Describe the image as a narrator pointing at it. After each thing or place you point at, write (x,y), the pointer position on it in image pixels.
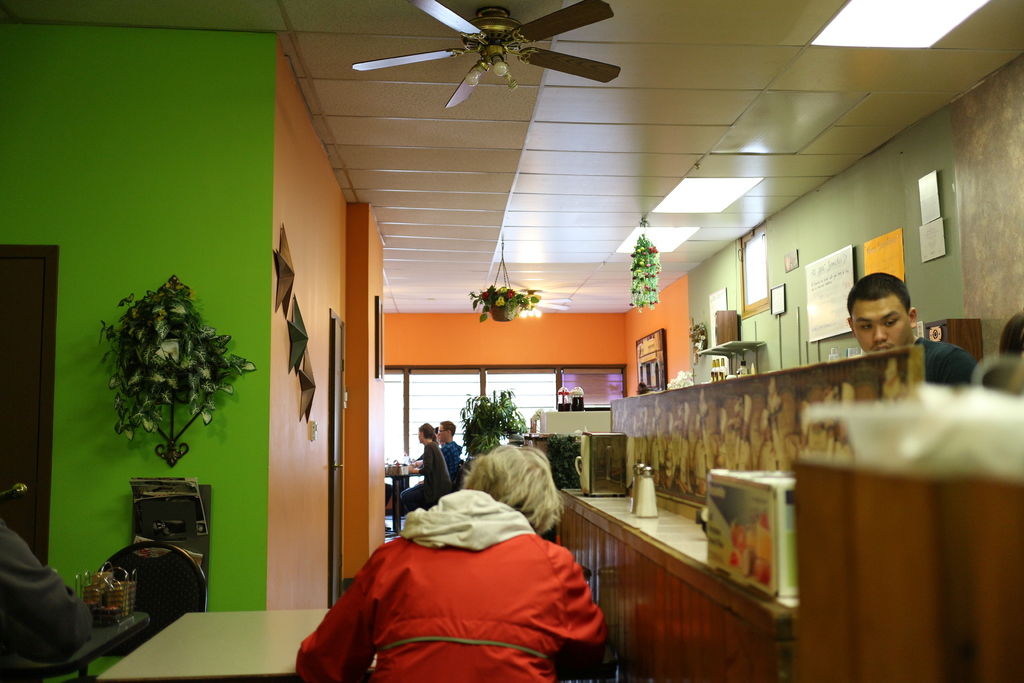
This picture describes about group of people (472,471) few (416,501) are seated on the chair (458,484) and few (900,330) are standing and we can see a plant (155,351), arts (309,388), and some paintings (796,265) on the wall (975,260). On the top of them we can see a fan (535,50) and couple of lights (903,11).
